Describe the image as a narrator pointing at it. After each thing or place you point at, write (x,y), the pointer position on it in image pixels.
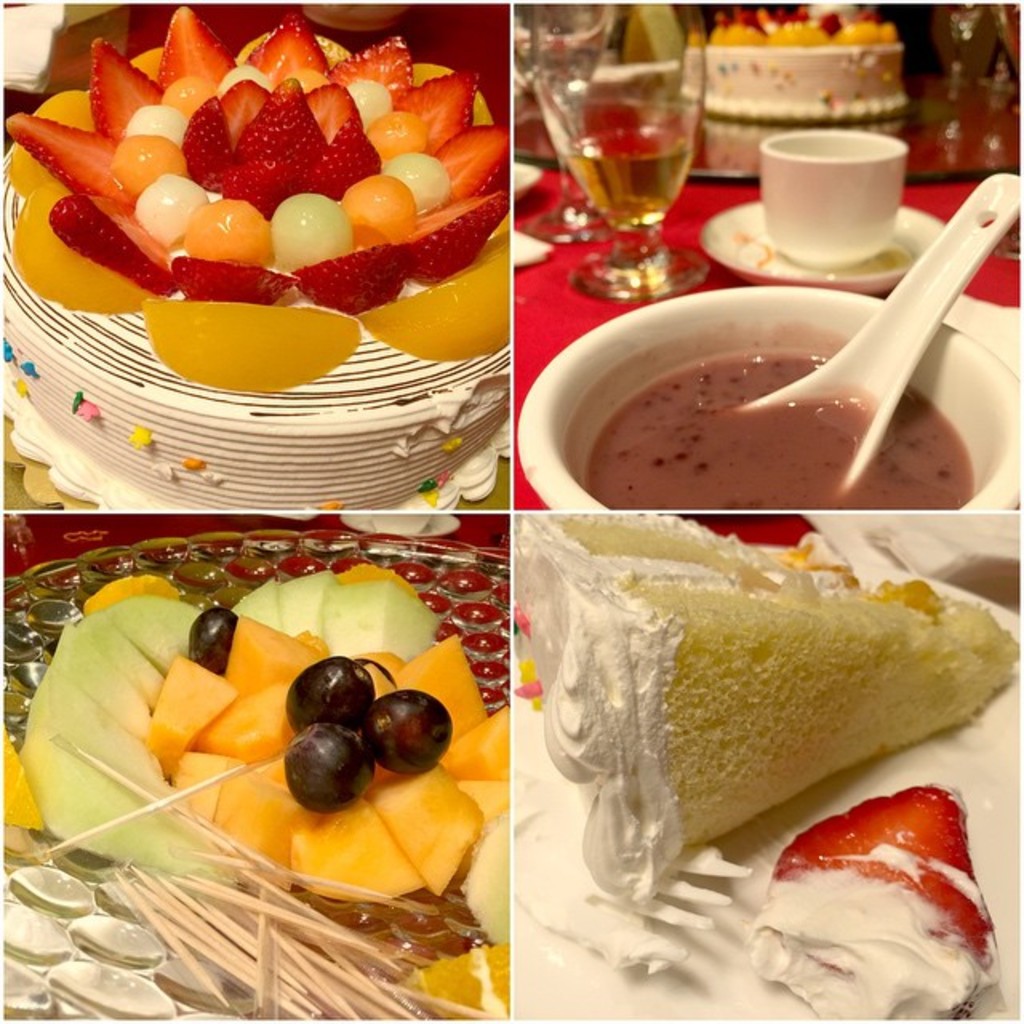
This is cake (277,72), here in the plate (279,785) there are fruits (329,800), in the bowl (642,385) there is food (769,435) and spoon (832,369), this is glass (621,125), this is cup (762,171) and saucer (783,265).
